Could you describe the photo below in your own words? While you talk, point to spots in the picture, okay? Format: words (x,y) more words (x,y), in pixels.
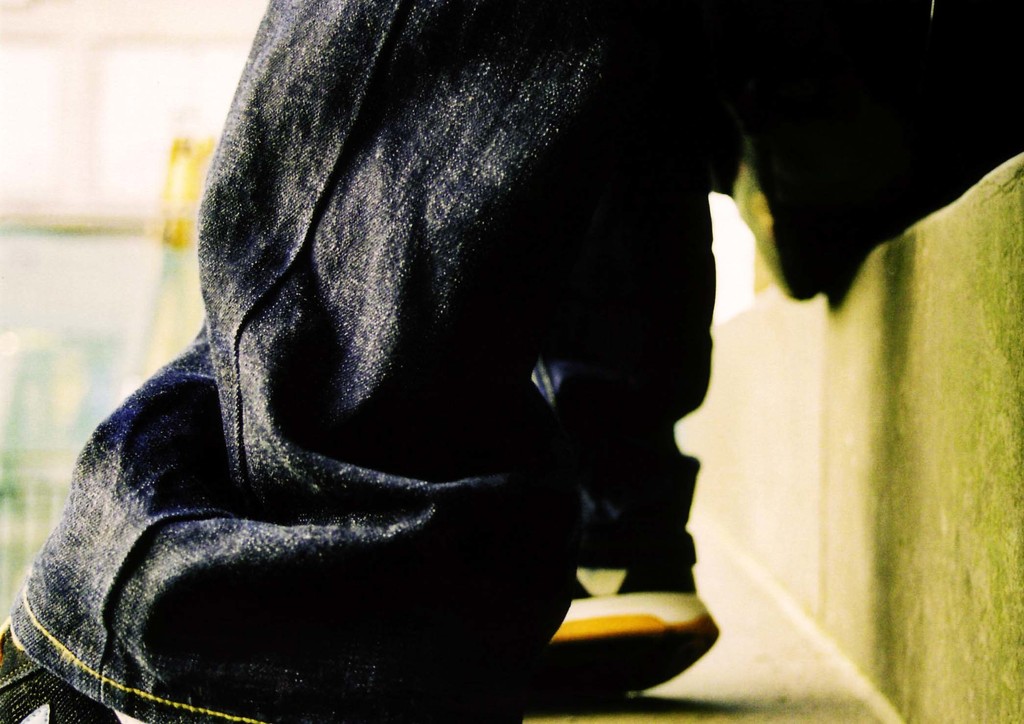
In this image I can see the person's legs (303,418) with dress (366,589) and footwear (644,589). And there is a blurred background (29,111).
